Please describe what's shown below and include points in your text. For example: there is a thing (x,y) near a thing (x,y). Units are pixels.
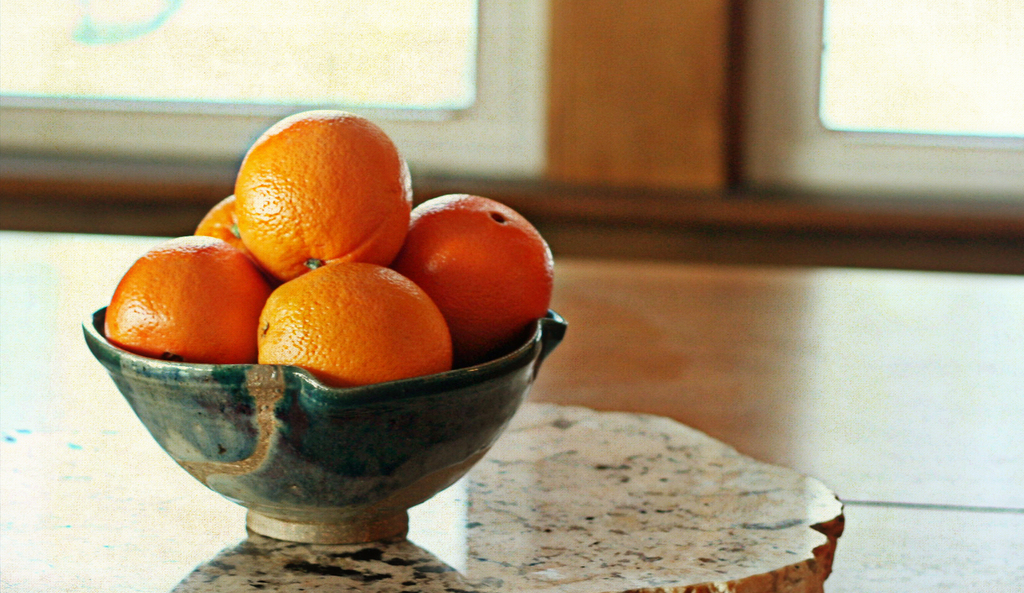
In this picture there is a bowl (189,434) of oranges (349,334) on the left side of the image (330,207) and there are windows (136,64) at the top side of the image (948,59).
